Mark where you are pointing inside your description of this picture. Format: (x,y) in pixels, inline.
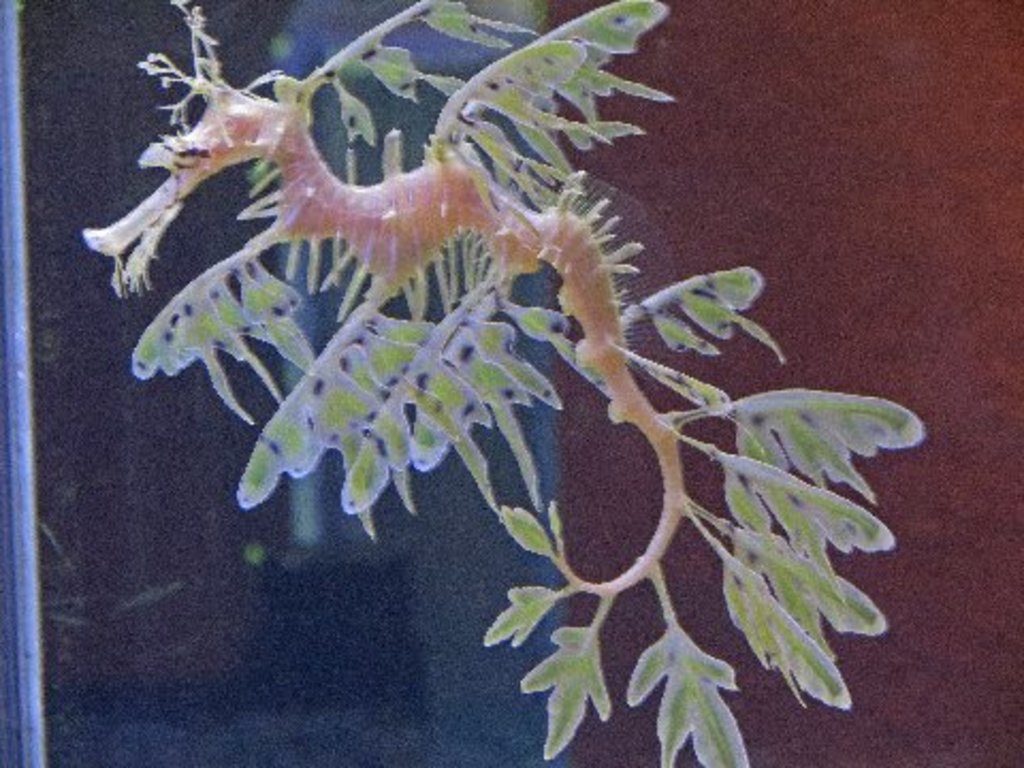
In this picture we can see an animal (288,128), glass (108,534) and in the background (791,94) it is blurry.
